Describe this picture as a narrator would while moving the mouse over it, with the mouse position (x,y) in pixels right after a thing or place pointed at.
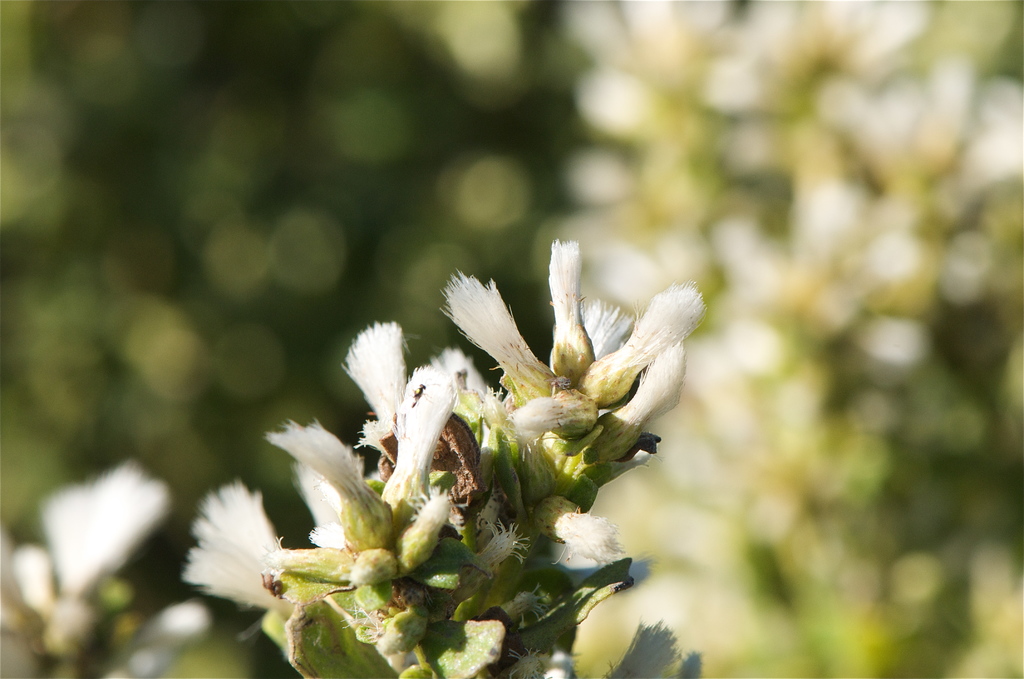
In this image we can see flowers (438,426) which are in white color.
